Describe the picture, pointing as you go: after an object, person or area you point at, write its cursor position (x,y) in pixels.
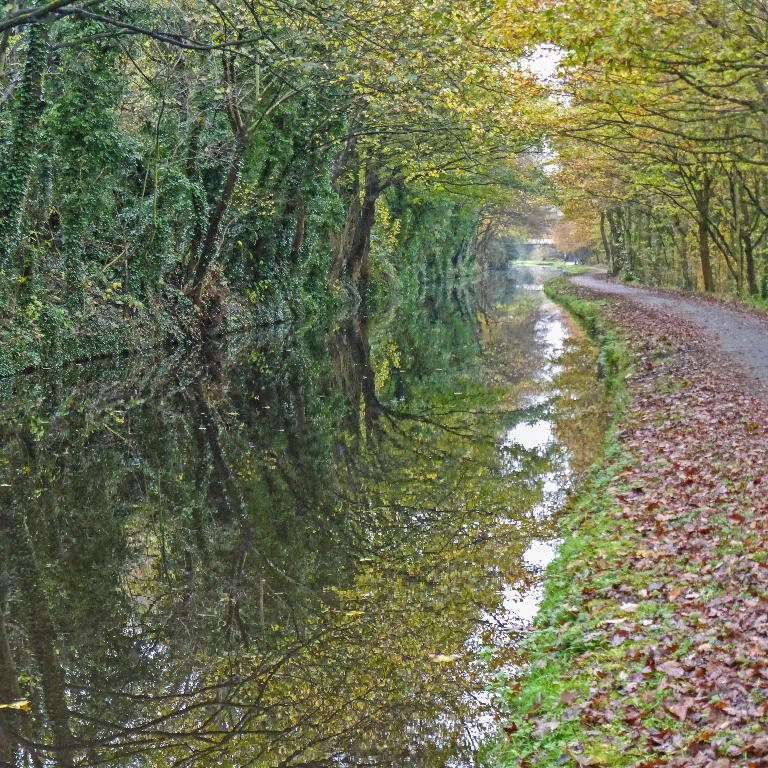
In this image in the front (670,606) there are dry leaves (681,621) and there is grass (674,683). In the background (233,302) there are trees (381,278).
